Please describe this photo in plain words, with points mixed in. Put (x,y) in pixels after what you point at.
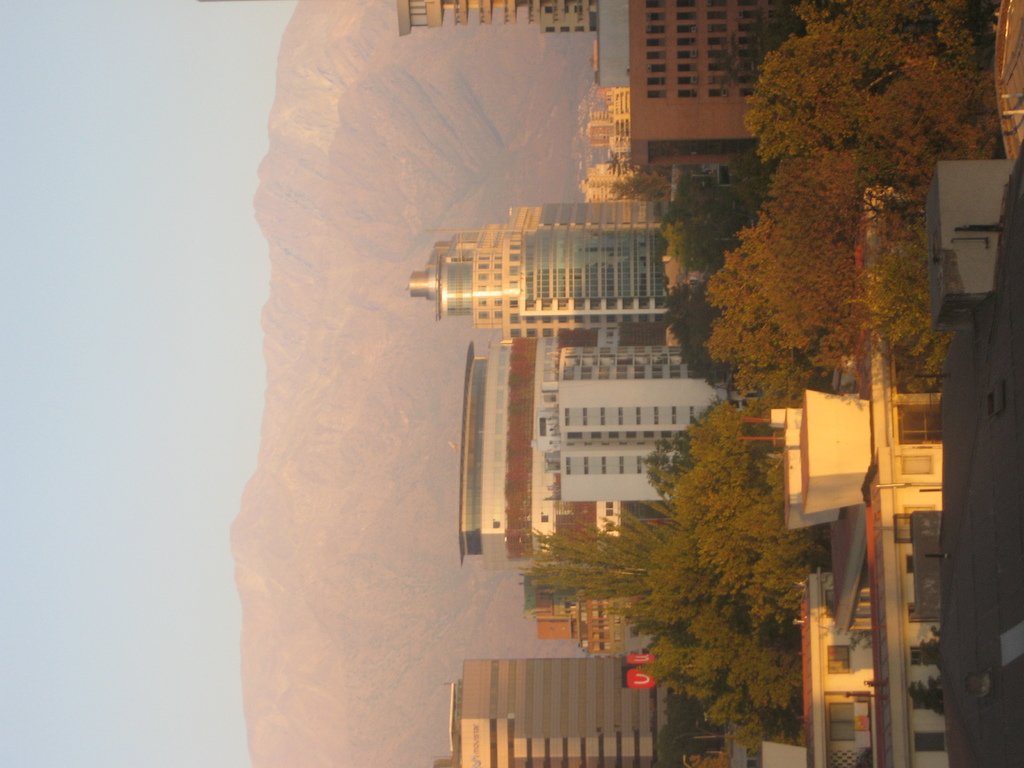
In this image we can see a group of buildings (815,574), trees (775,631) and the sign boards (650,661). On the backside (402,609) we can see the mountains (335,337) and the sky (98,377).
